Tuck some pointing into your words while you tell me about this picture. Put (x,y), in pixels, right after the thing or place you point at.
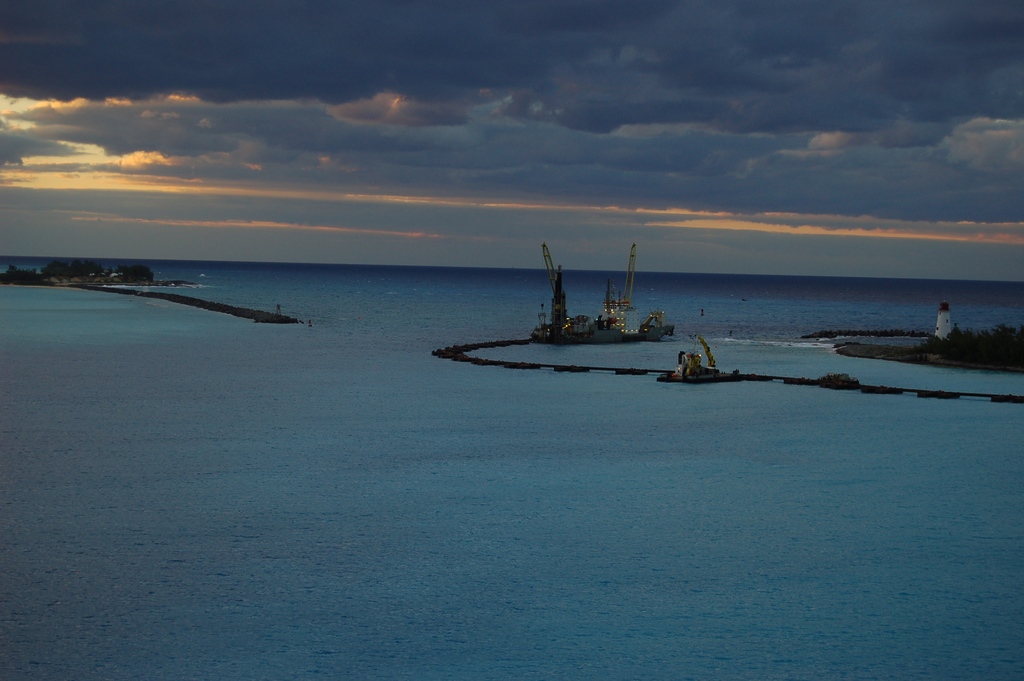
In this picture I can see water (503,482), ship (594,335), boat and sky (92,247).
